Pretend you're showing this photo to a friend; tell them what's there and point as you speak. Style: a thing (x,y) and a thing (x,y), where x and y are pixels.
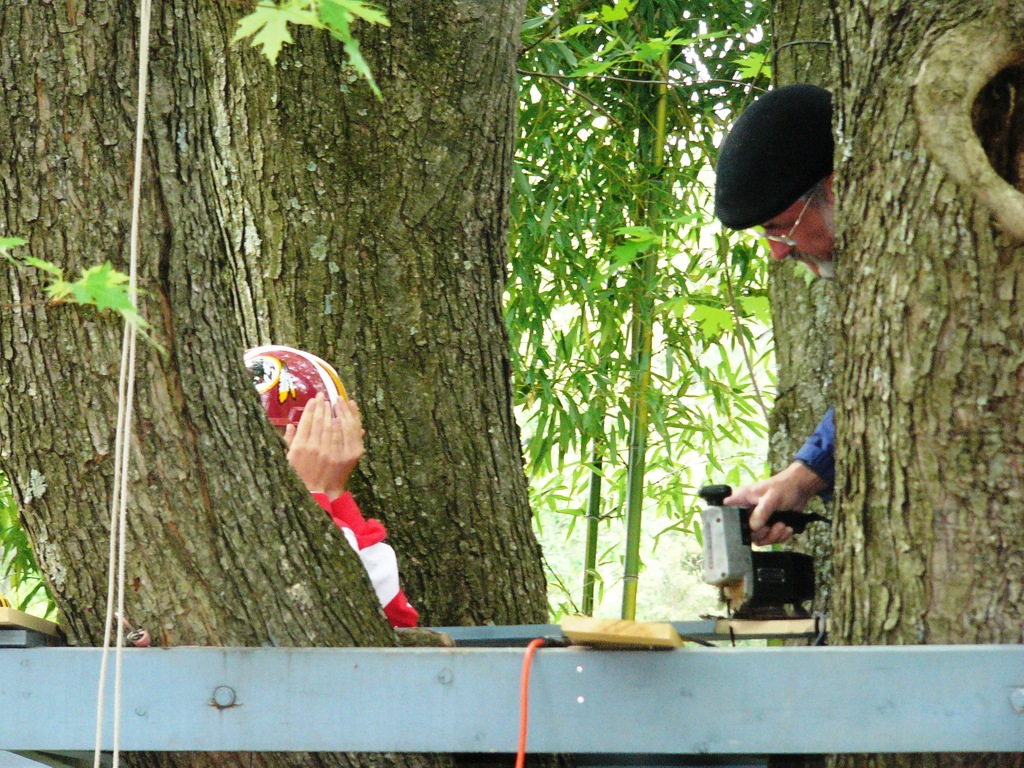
This picture might be taken outside of the city. In this image, on the right side (810,483), we can see a man (796,470) holding a jigsaw (803,577) in his hands (785,485), we can also see some trees (876,155). On the left side (285,394), we can see a person (284,407) wearing a helmet (271,392), we can see few trees (362,128). In the background (616,427), we can see bamboo stalks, trees (714,326).
